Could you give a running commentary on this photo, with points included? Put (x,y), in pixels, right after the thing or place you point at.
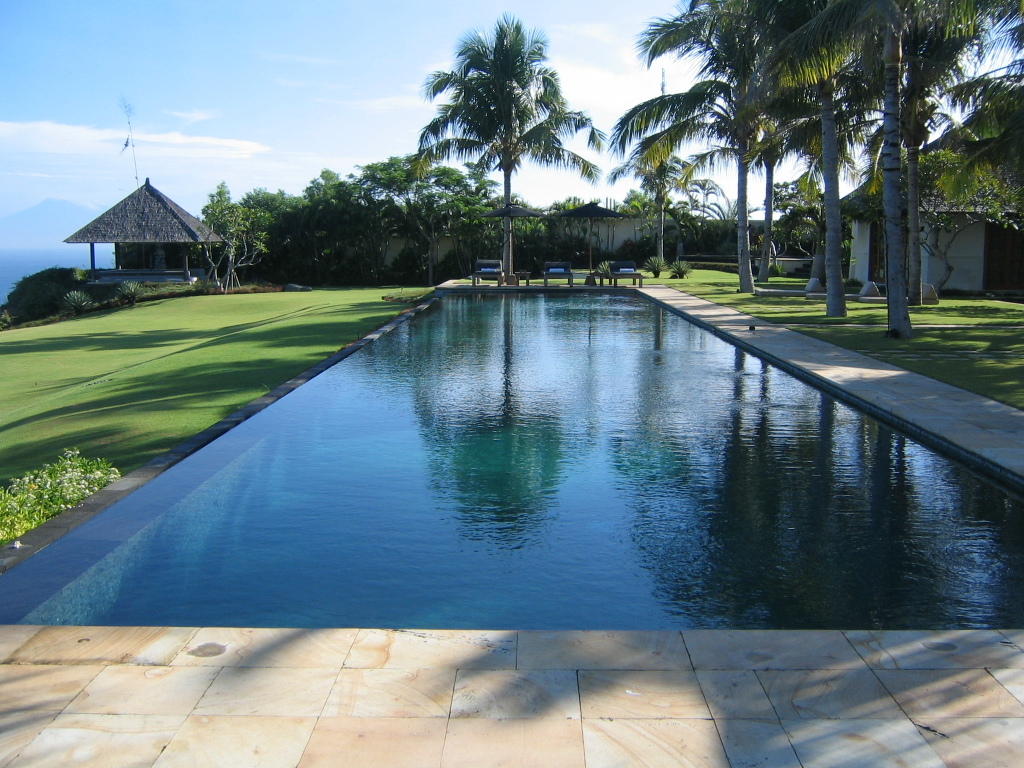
In this image there is a pool (643,486) and we can see benches (620,271). There are huts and trees (427,185). In the background (282,153) there is sky (223,77).
